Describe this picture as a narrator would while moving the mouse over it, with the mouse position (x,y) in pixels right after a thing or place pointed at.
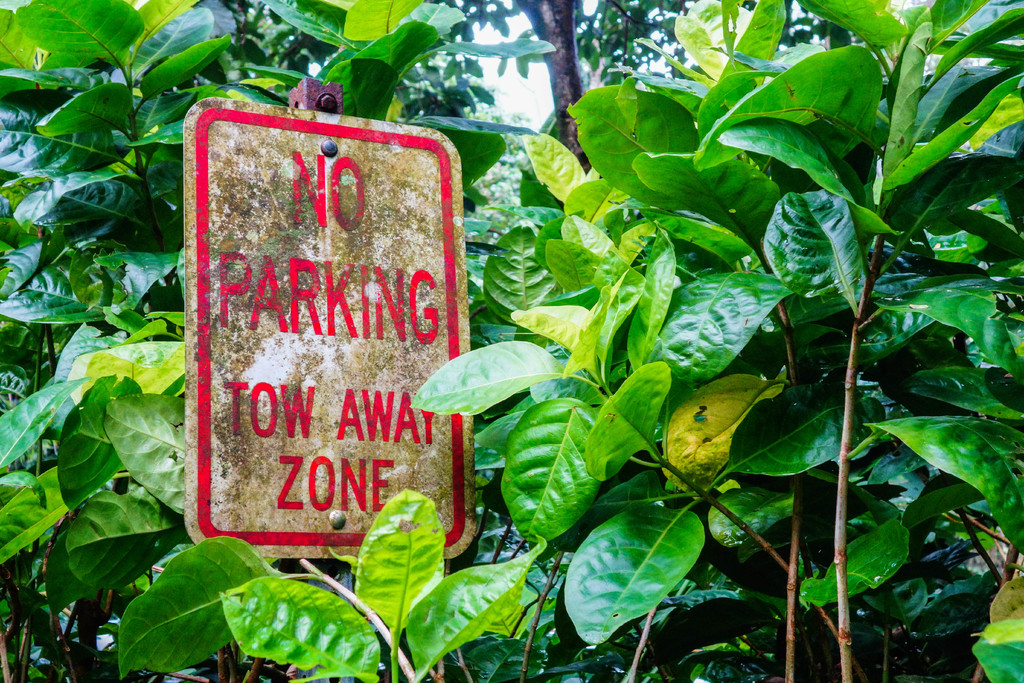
In this picture I can observe a board (234,326) fixed to the pole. There is red color text (284,322) on the board (322,308). There are some plants (609,295) and trees (400,87) in the background (358,62).
